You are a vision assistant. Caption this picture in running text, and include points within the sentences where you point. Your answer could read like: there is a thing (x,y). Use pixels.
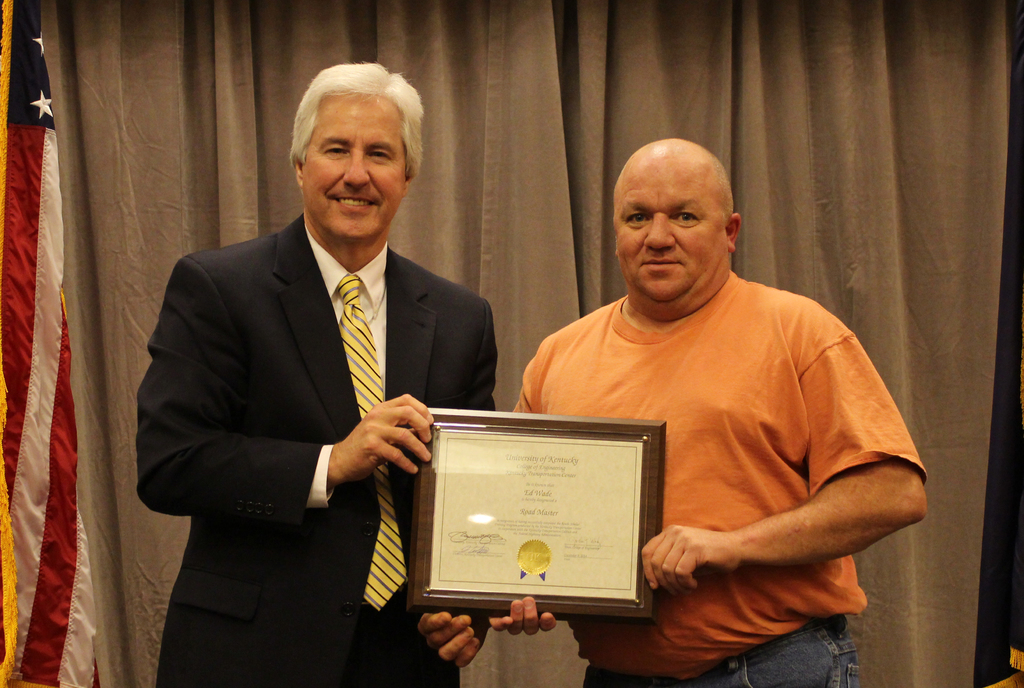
In this image we can see two persons (441,389) holding an object (531,548). In the background of the image (511,267) there are curtains (528,90).
